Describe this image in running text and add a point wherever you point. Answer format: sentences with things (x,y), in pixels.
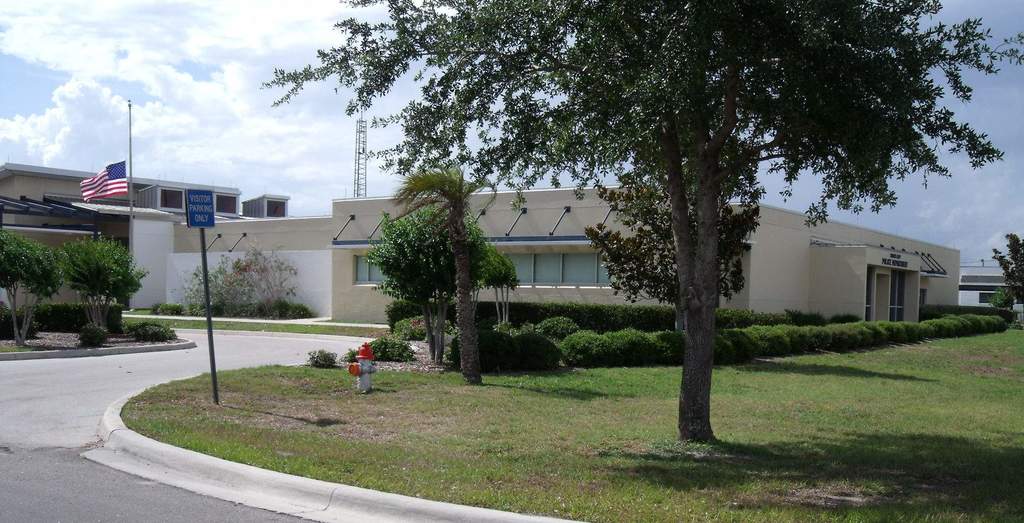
At the bottom of the picture (394,446), we see the grass (432,464) and the road (87,482). In the middle (647,346), we see the trees (475,289) and the shrubs (599,350). We see a fire hydrant (368,362) in red and white color. Beside that, we see a pole (200,237) and a board (197,224) in blue color with some text (203,198) written. On the left side (101,242), we see the trees (114,294), shrubs (140,328) and a flagpole (130,135). We see a flag (115,186) in white, red and blue color. There are trees (638,256), buildings (539,244) and a tower (361,127) in the background (342,205). At the top (214,103), we see the sky (219,87) and the clouds (219,87).
